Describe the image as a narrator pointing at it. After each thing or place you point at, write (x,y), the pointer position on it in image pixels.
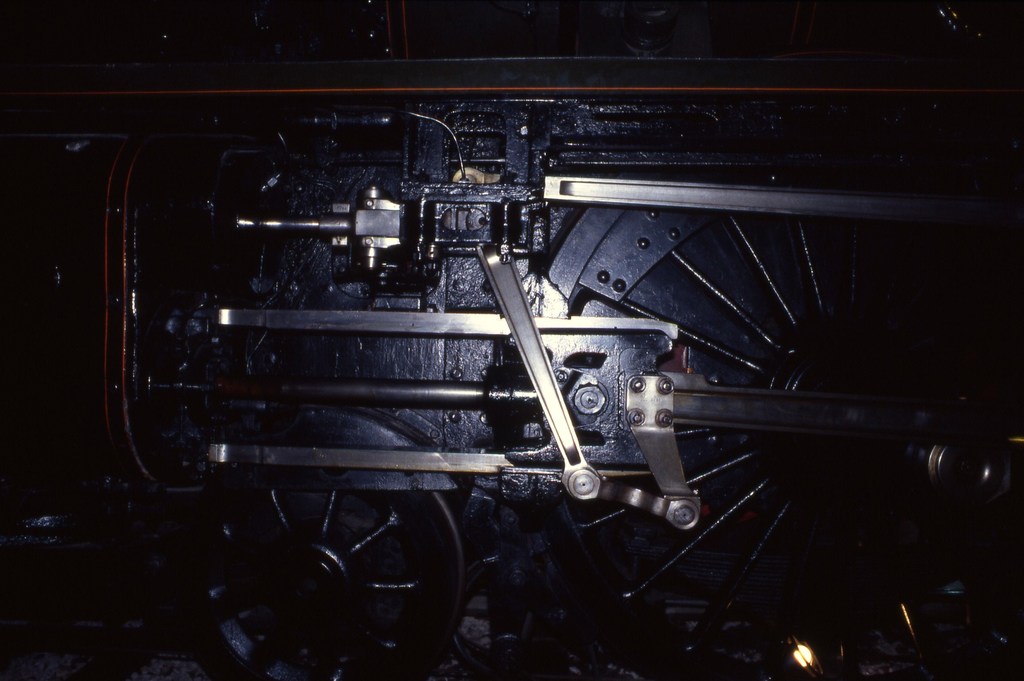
In this image we can see there is a machine (646,373) which consists of wheels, rods (574,494), and some bolts (506,241). It seems like a machine part (347,511).
